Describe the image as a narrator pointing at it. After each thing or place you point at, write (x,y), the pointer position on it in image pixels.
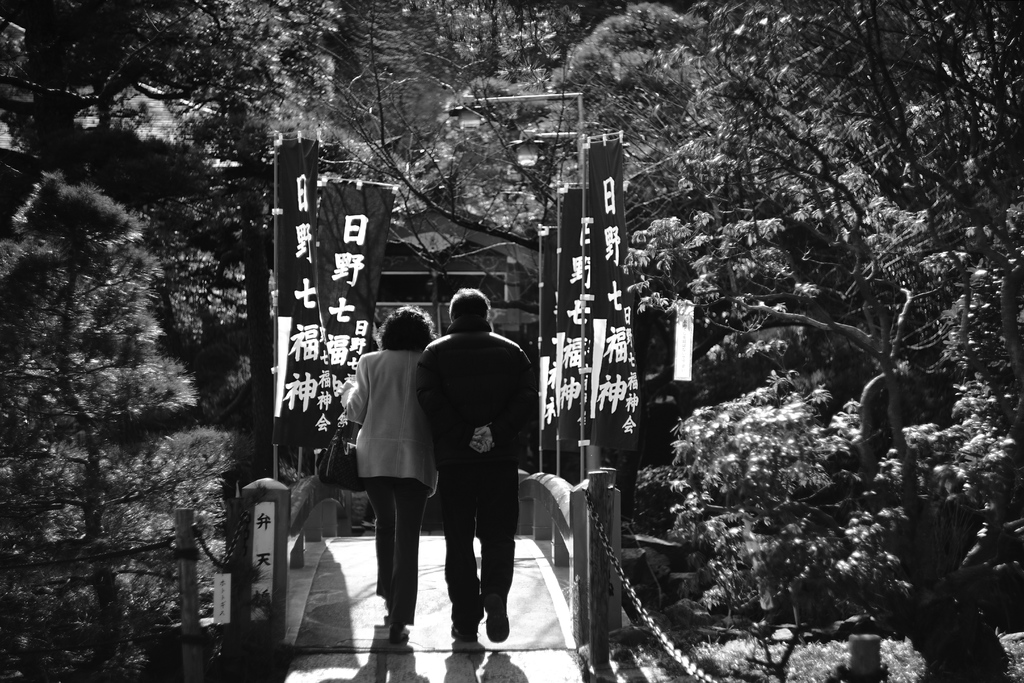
As we can see in the image, there are trees (219,163) all over. In the middle (363,368) there are two persons (392,451) walking. On the right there is a man (469,423) and on the left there is a women (394,416). She is wearing white color dress (392,419).
